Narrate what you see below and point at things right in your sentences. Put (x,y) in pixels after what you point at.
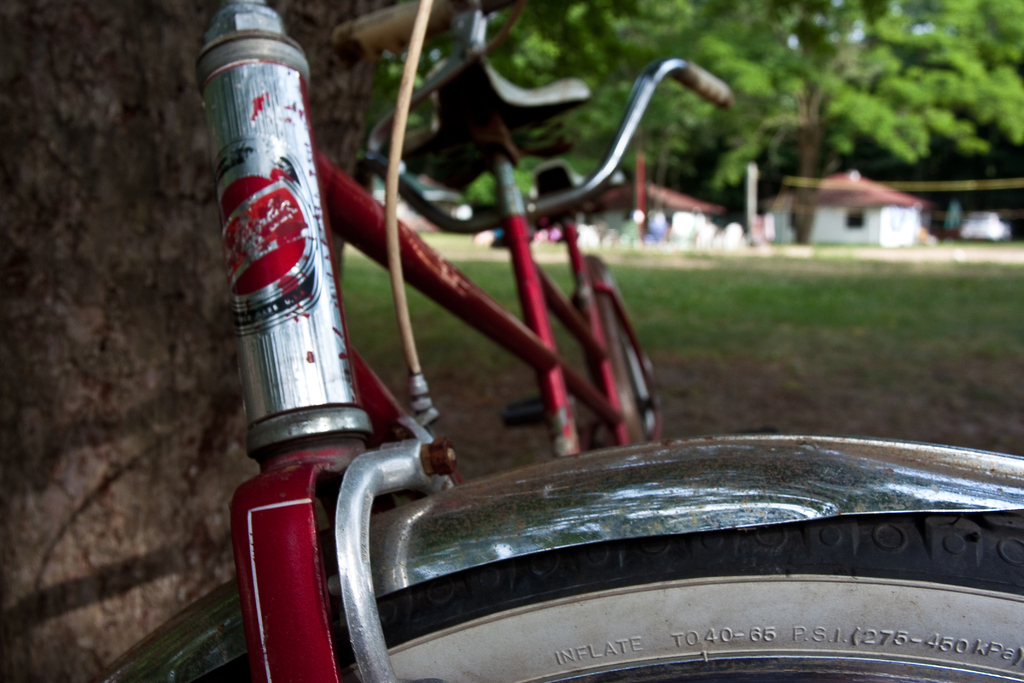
In this image in the foreground (798,681) there is one cycle (432,415), And in the background (779,73) there are some trees (939,154) and houses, on the left side (112,301) there is tree (127,385). At the bottom (468,464) there is grass (666,344).
